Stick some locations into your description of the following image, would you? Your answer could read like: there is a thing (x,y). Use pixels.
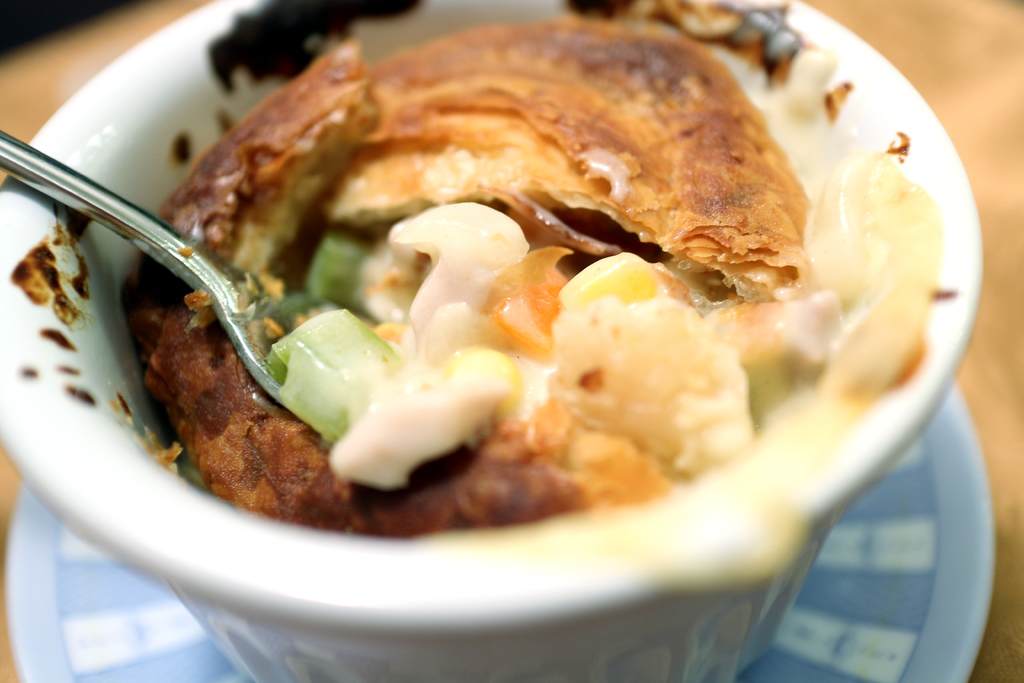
In this image we can see food item (410,294) and a spoon (229,327) in a bowl (102,482) on a plate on the platform (4,584).
